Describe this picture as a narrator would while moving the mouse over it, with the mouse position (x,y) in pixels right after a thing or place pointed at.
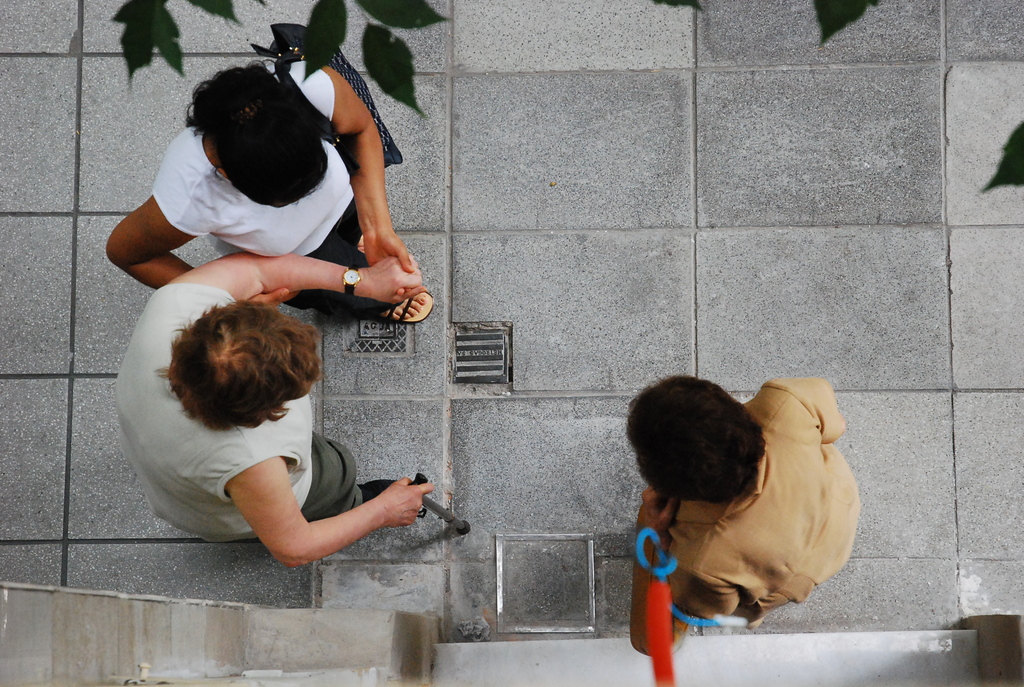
In this image there is a person (208,226) who is holding the hand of another person (246,338) who is walking on the floor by holding the walking stick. On the right side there is another person (702,480) who is standing on the floor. At the top (327,30) there are leaves (334,43).
